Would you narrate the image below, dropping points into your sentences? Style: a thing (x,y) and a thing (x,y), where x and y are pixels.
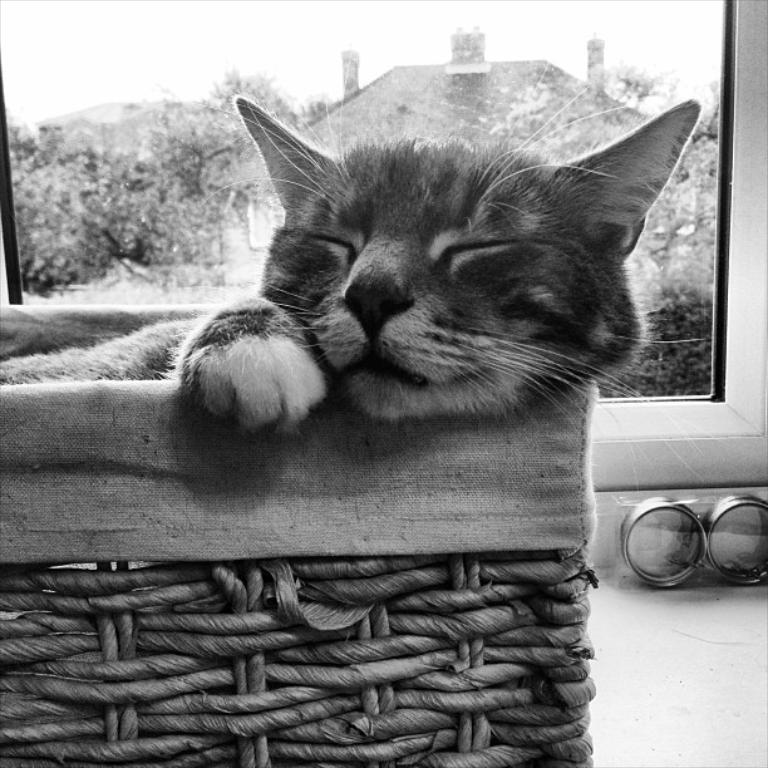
This is a black and white image. In this image we can see cat (322,367) sleeping on the basket (368,583). In the background (702,145) there are trees (617,80), house (488,86) and sky (312,47).
